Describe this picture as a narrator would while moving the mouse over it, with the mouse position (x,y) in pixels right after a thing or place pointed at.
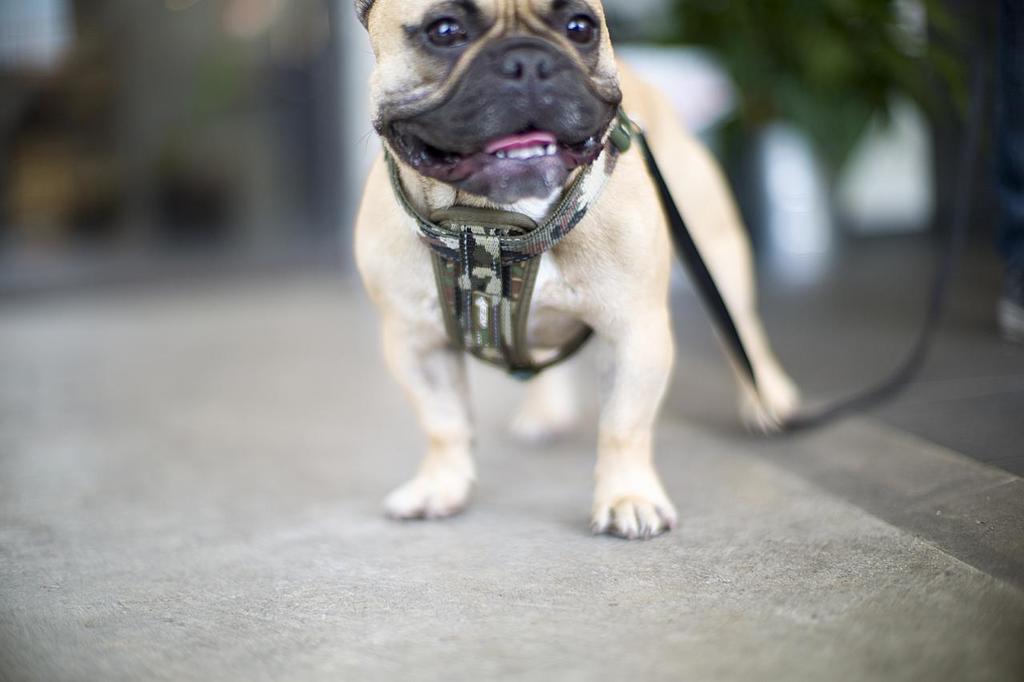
This image consists of a dog (620,357) which is tied with a belt (601,173). At the bottom (774,584), there is a road (787,650). The background (8,335) is blurred.
